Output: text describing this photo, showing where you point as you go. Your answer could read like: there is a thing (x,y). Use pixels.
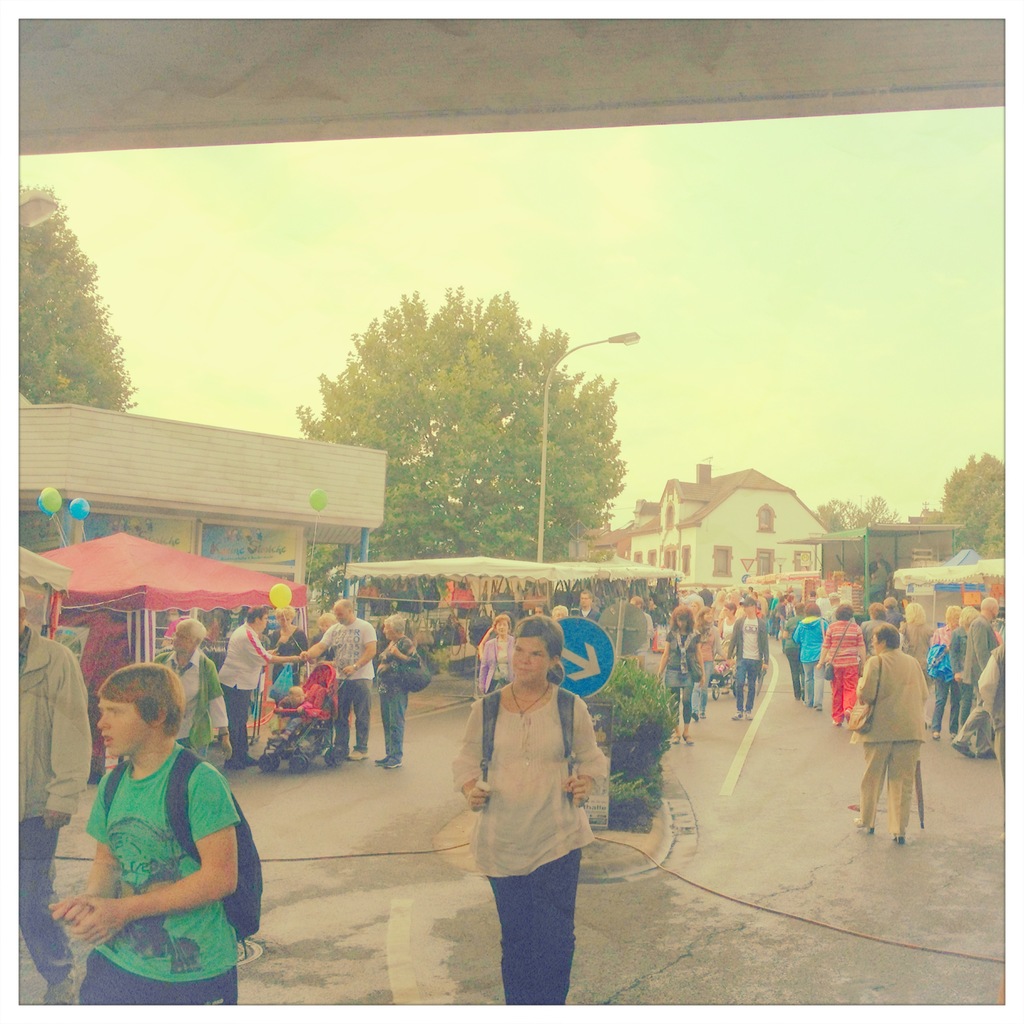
In this image I can see number of people (895,667) on the road (592,928), I can also see few of them are carrying bags (938,675). In the centre (638,667) I can see a blue sign board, few plants (623,689) and in the background (458,561) I can see few stalls (120,662), few balloons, few buildings (103,494), few trees (988,481), a pole (544,479), a street light (590,347) and the sky (404,241). I can also see a stroller (316,680) on the left side (338,690) and in it I can see a baby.
